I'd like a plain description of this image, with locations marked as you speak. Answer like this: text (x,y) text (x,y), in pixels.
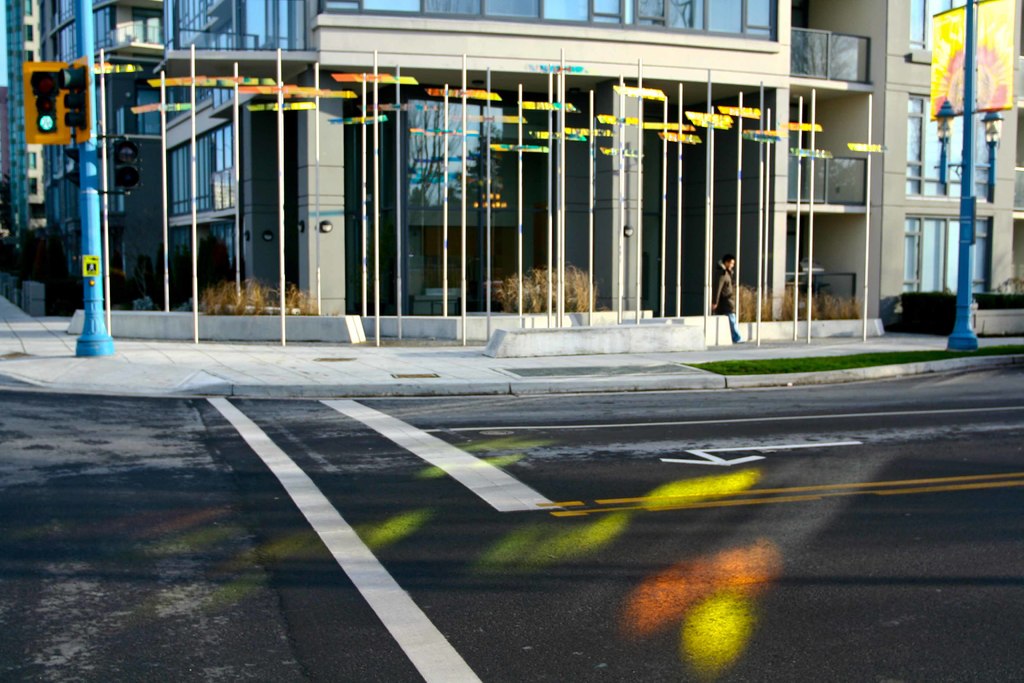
In this image there are buildings (448,164) and there is a person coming out of a building (473,243) and there are traffic lights (47,132) on the pavement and lamp posts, in front of the pavement (480,353) there is a road (352,573).
